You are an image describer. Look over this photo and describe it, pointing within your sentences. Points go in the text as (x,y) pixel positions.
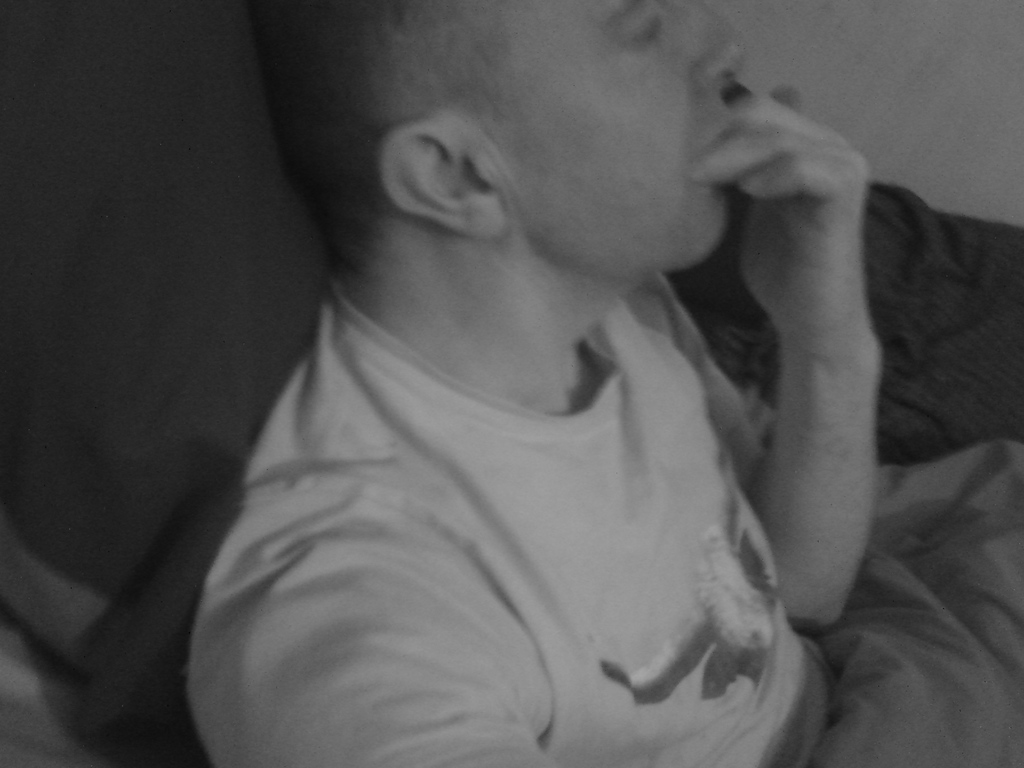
In the image there is a man (592,673) with white t-shirt (684,516) and also there is a blanket (866,576) on him. Behind him at the left corner (125,334) it is black.
